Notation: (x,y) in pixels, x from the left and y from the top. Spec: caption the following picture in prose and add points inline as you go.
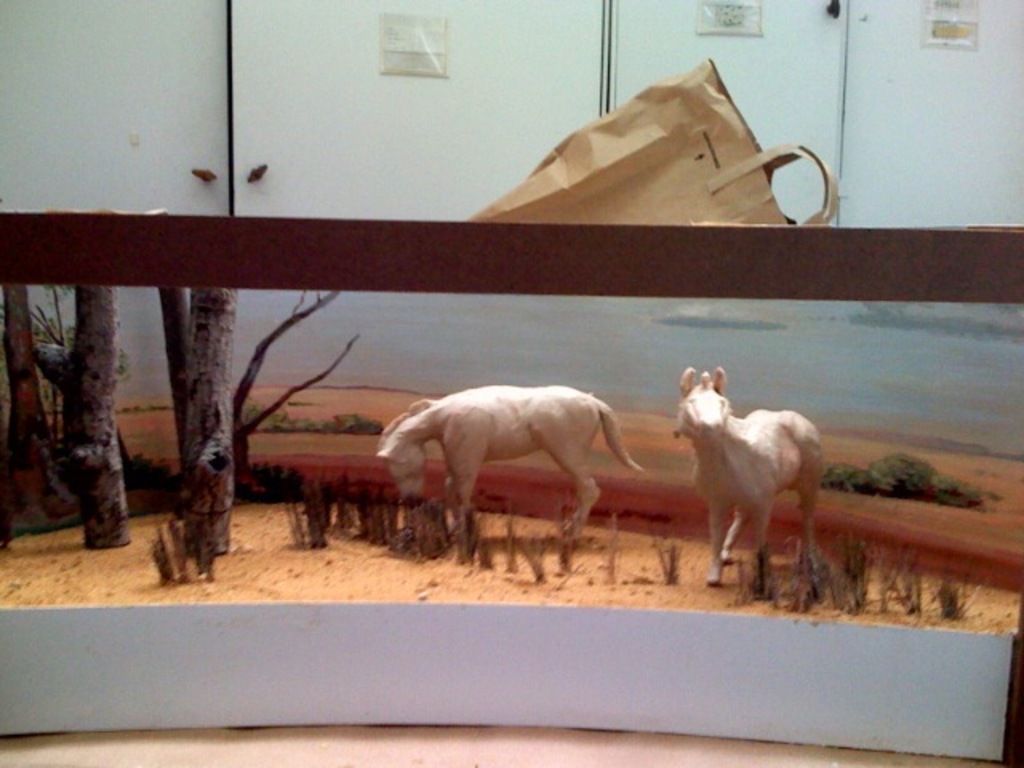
This image is taken indoors. At the bottom of the image (299,741) there is a floor (319,752). At the top of the image (335,108) there are few cupboards (645,76) and there is a paper bag (637,169). In the middle of the image (527,441) there are two toy animals (492,434) and there are few toy trees (222,457).
